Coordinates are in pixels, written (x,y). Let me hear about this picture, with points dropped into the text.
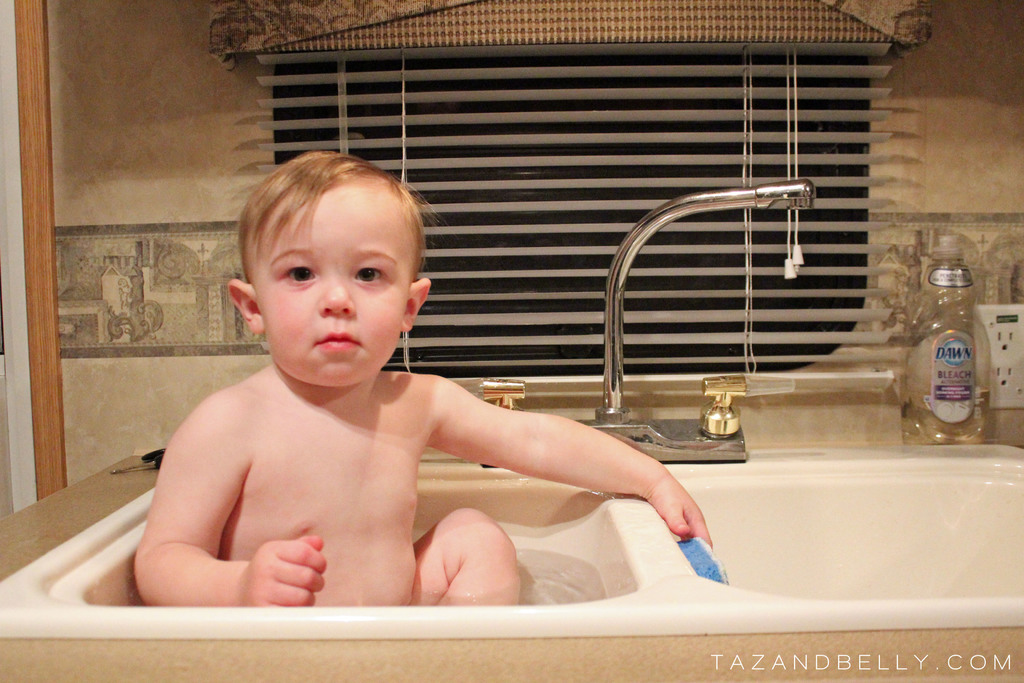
In this image I can see two sinks (651,549) and in one sink (585,503) I can see water (555,575) and a boy (395,490). I can see he is holding a sponge (699,574) and in the background (936,281) I can see a water tap (620,332), a bottle (941,441), two power sockets (1002,364) and the window blind (734,113). On the bottom right side of this image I can see a watermark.
